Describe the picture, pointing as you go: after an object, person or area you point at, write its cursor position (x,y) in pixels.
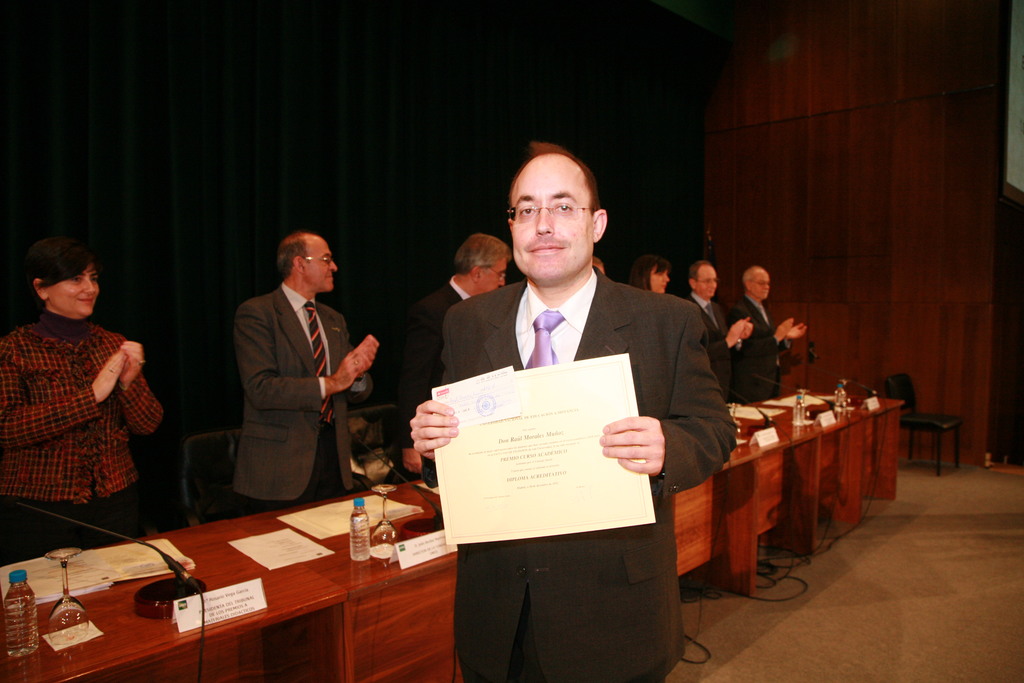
In the middle of the image (516,256) a man (460,353) is standing and smiling and holding some papers (460,393). Behind him there is a table (872,416), on the table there are some glasses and bottles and papers (149,555) and microphones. Behind the table (453,560) few people (33,283) are standing. Behind them there is wall (877,218). Behind the table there is a chair (891,390).
